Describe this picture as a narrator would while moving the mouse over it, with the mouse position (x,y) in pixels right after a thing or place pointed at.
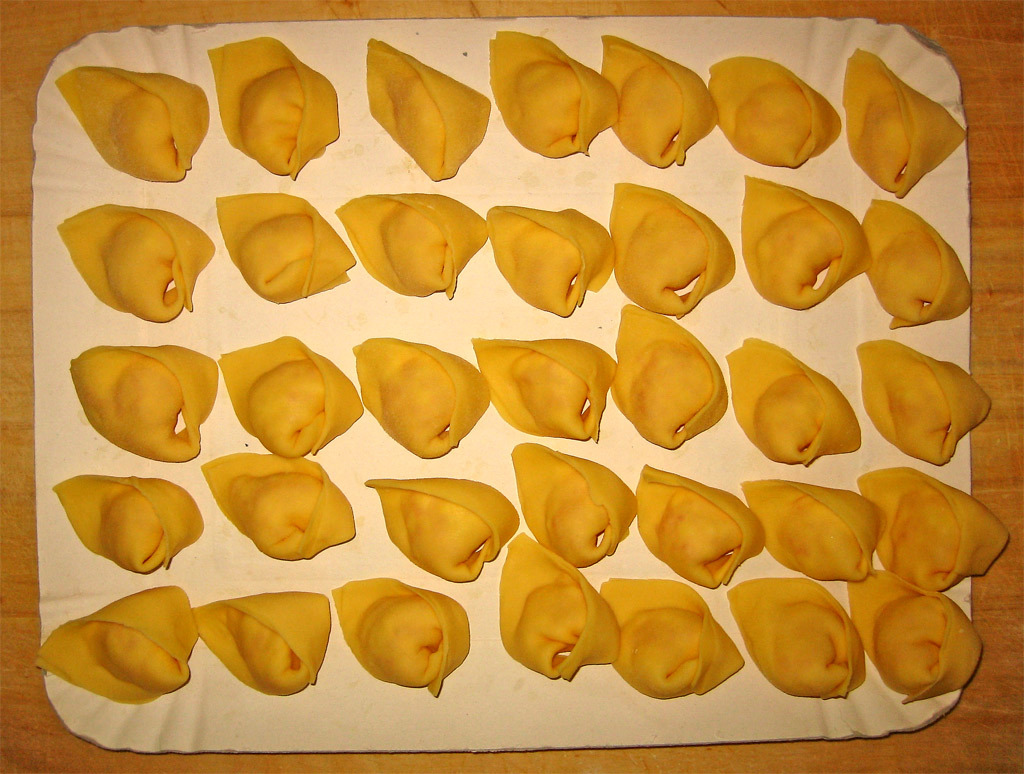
In the center (632,454) we can see a white color platter (896,65) containing some food items (518,456) and the platter (793,37) is placed on the top of the wooden table (1000,26).
